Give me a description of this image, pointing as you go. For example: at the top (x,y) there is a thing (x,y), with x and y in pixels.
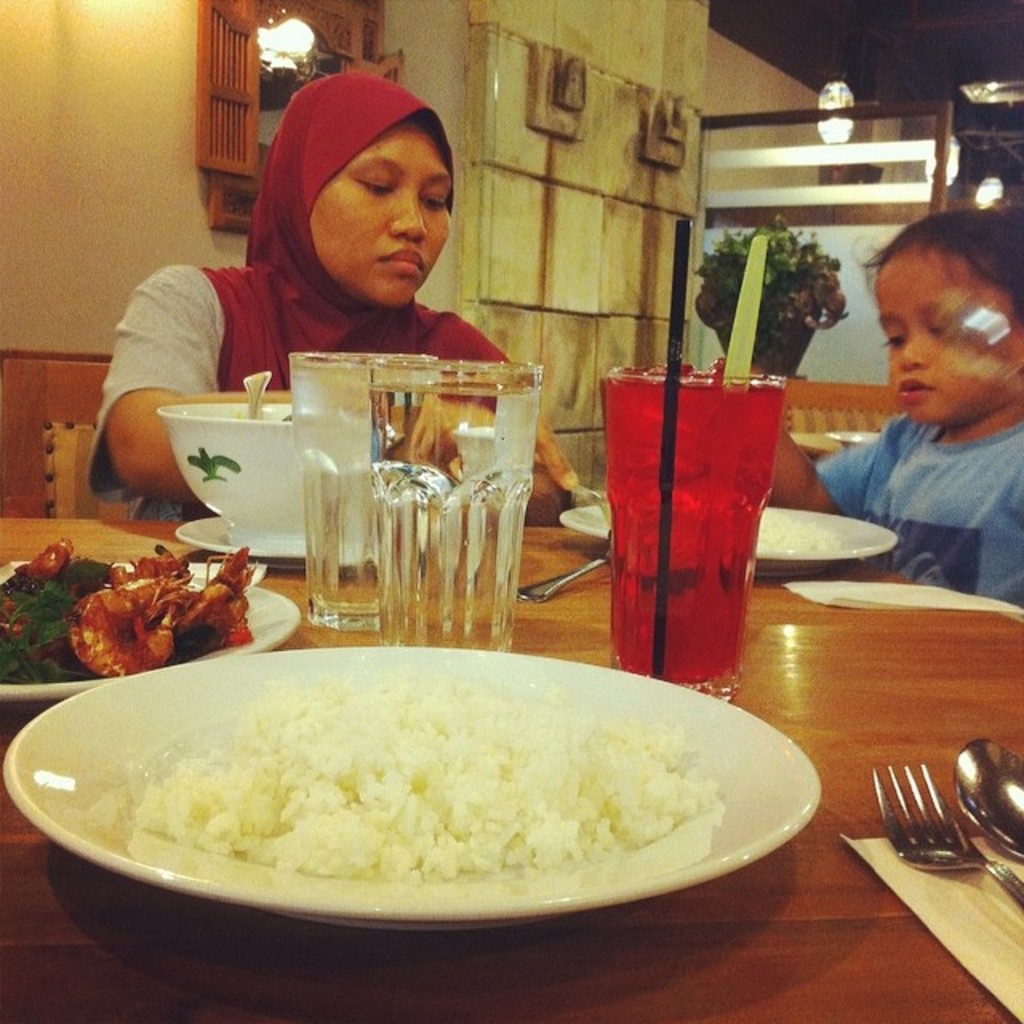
There is rice (300,756) on the white color plate (730,771) which is on the table (649,975) on which there are plates (256,583) having food items (83,620), fork (892,832) and spoon (970,806) on a cloth (926,900), white color bowl (290,411) on a white color plate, a child (1015,467) sitting on a chair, a woman (294,210) sitting on another chair (89,367), there is a pot plant (780,271), a mirror (271,75) attached to the wall (110,93) and there are other objects (647,148).
